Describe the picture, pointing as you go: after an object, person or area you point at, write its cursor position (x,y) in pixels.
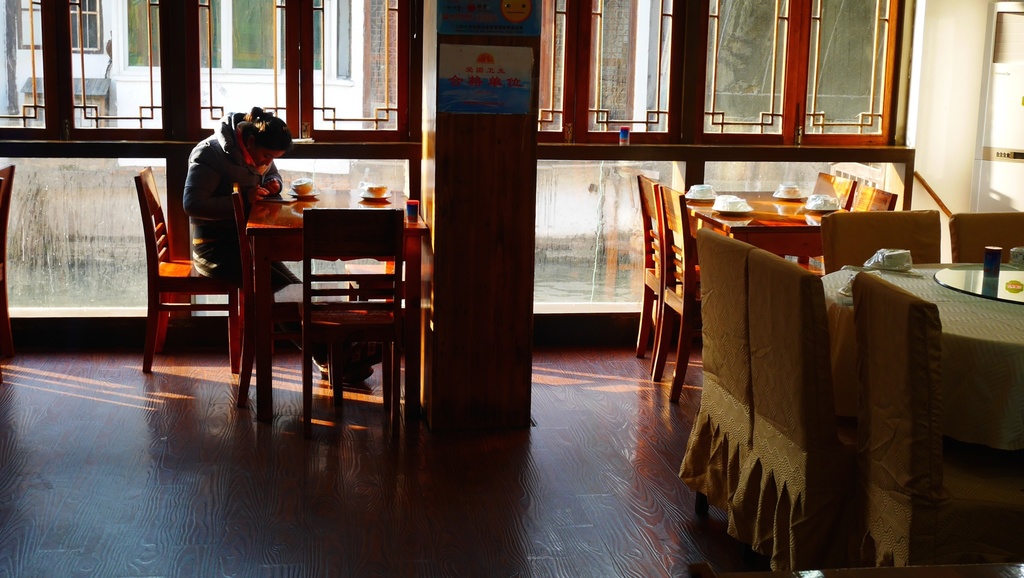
In this picture we can see a woman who is sitting on the chair (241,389). These are the tables (1020,289). On the table (759,204) there are plates (368,200), and cups (379,193). This is pillar (483,301) and there is a window (379,82).
